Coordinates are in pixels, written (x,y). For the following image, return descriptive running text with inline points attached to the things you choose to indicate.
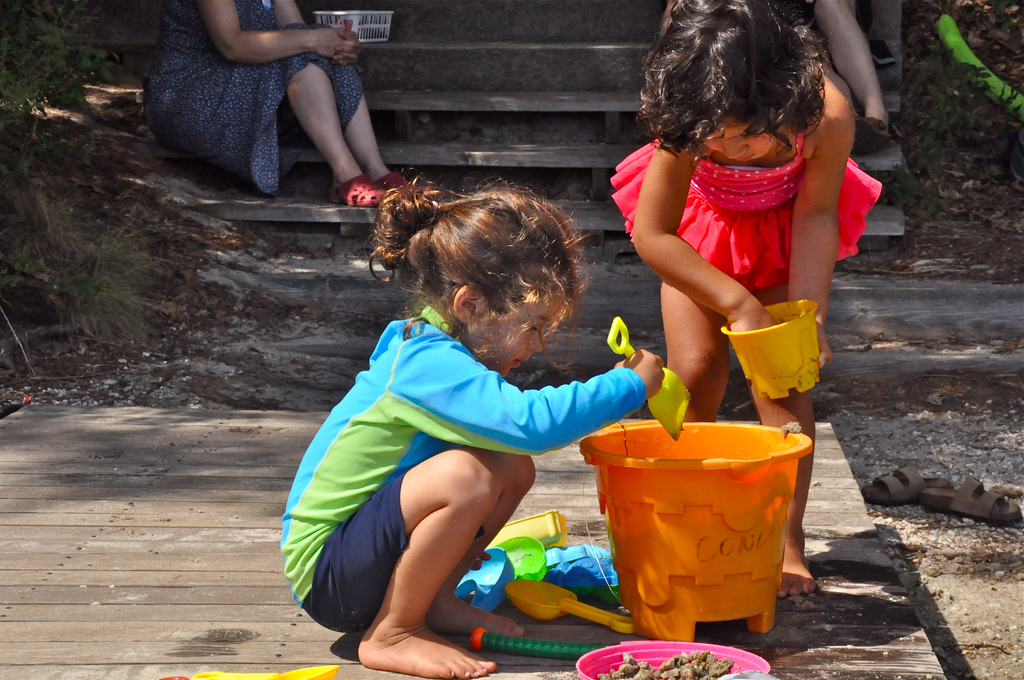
In this image we can see a girl (341,510) is in squat position and holding an object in her hand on the wooden platform (119,567) and we can also see plastic objects (566,568), pot (708,592) and a girl (792,256) is standing and holding a small pot (814,363) in her hands (771,318). In the background (191,84) we can see a woman (199,123) is sitting and there is a box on the steps (886,220) and we can see the grass (6,95) and an object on the ground (81,176).
